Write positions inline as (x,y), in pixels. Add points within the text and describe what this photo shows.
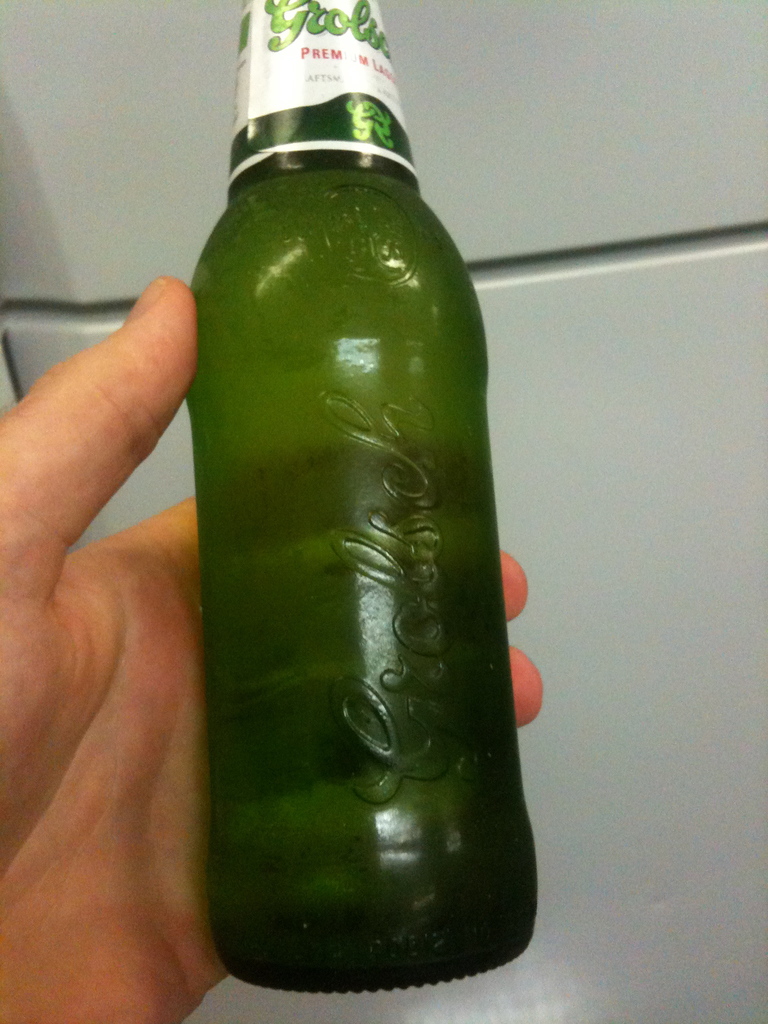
In this picture a person (140,723) is holding a green bottle (315,475). The bottle (366,483) is covered with sticker (312,91). Background of the bottle (346,480) is a wall (610,323).
